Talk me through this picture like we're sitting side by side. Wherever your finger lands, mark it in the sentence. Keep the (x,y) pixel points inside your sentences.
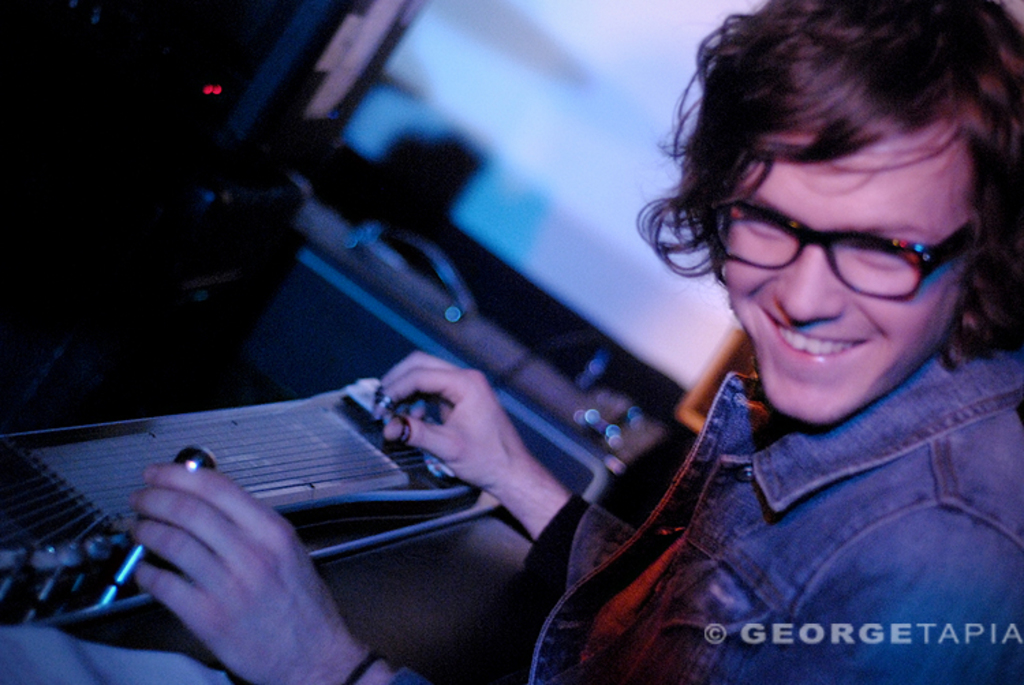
In this image I can see a person (855,381) is holding something and he is smiling. Background (189,46) is dark in color.
